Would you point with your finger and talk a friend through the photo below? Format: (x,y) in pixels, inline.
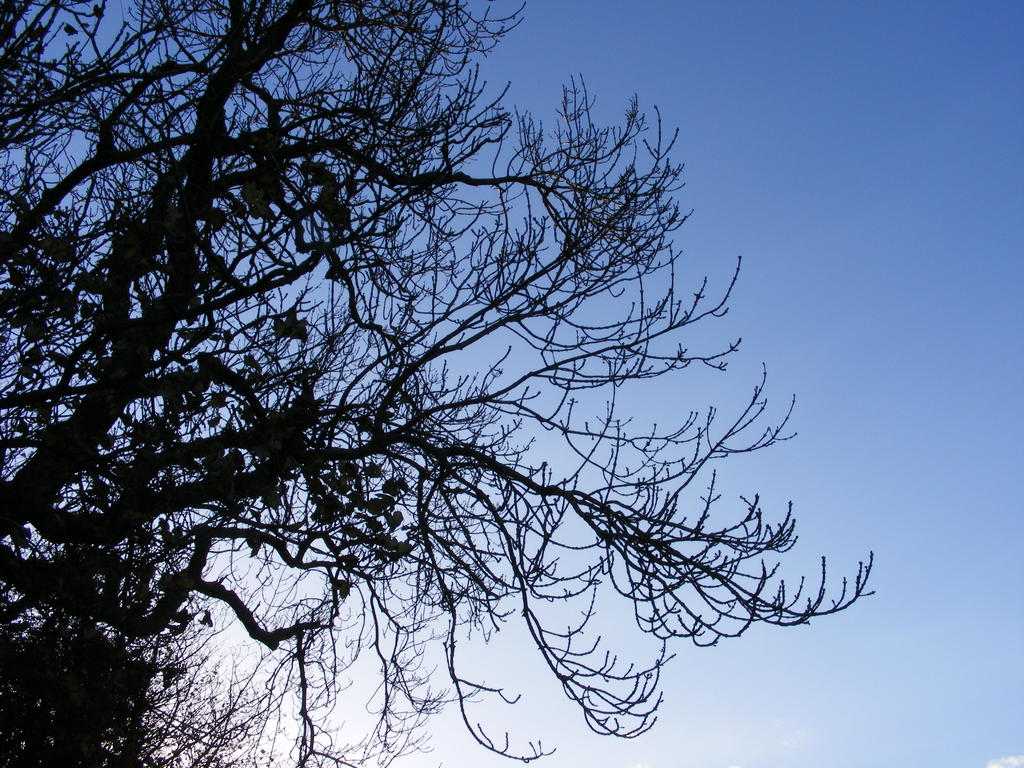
On the left side of the image (109,197), we can see trees (194,562). Background (861,163) we can see the sky (956,196).
